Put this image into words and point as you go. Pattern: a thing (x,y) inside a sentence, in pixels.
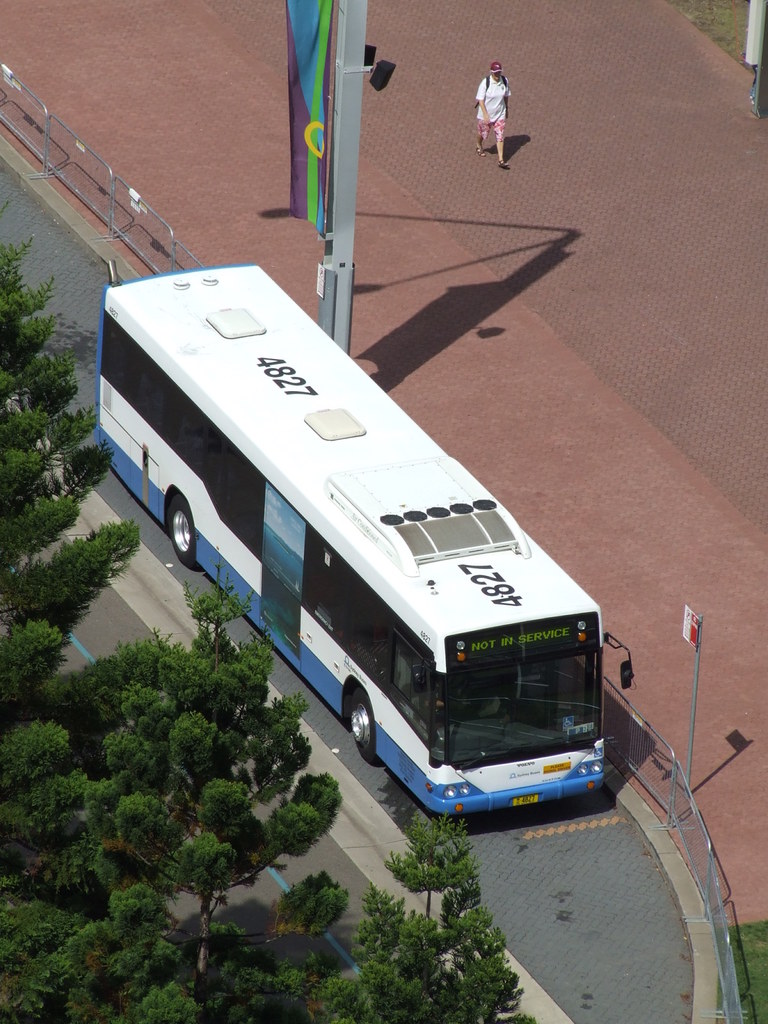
In the foreground of this image (427,866), on the left (114,877), there is a tree (377,956). In the middle (307,496), there is a bus (381,436), railing (641,769), board (691,632), pole (340,140) and a flag (317,112). At the top (451,180), there is a person (493,91) walking on the pavement (502,207).
